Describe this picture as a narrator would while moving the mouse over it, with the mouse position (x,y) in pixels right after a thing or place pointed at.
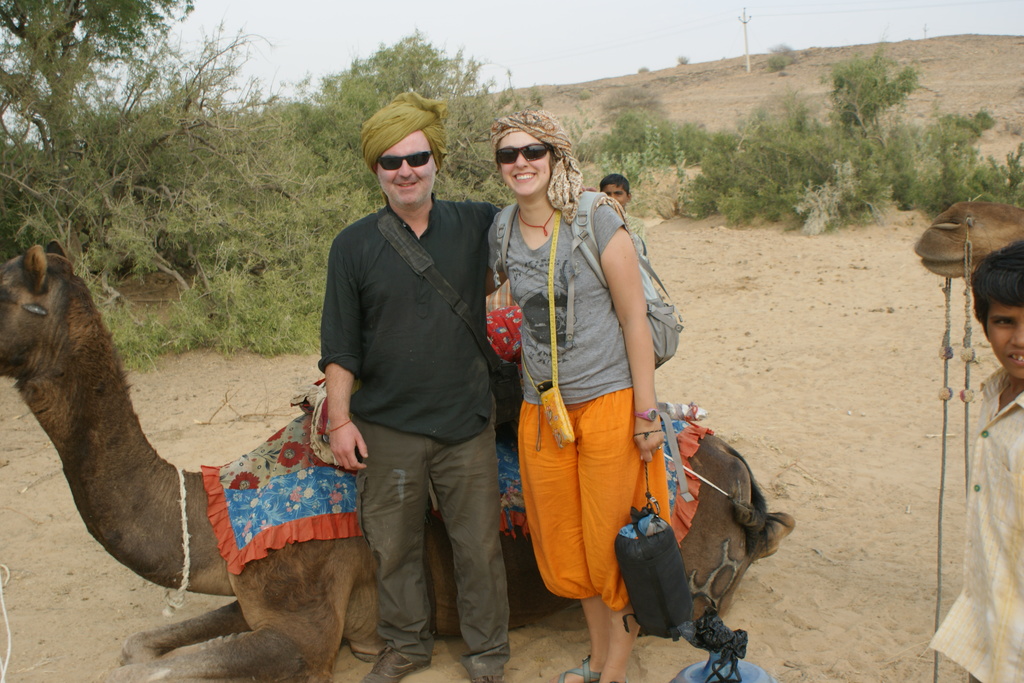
In this image there are two persons (438,123) wearing spectacle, woman (566,477) holding and carrying a bag (651,533), behind them there is a camel (105,461), on which there is a cloth (208,493), on right side (995,219) there is a boy (1021,338), camel face (956,250), on it there is a rope (948,310), in the middle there are trees (593,184), boy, pole (745,34), land (739,83), at the top (446,46) there is the sky (281,34).
